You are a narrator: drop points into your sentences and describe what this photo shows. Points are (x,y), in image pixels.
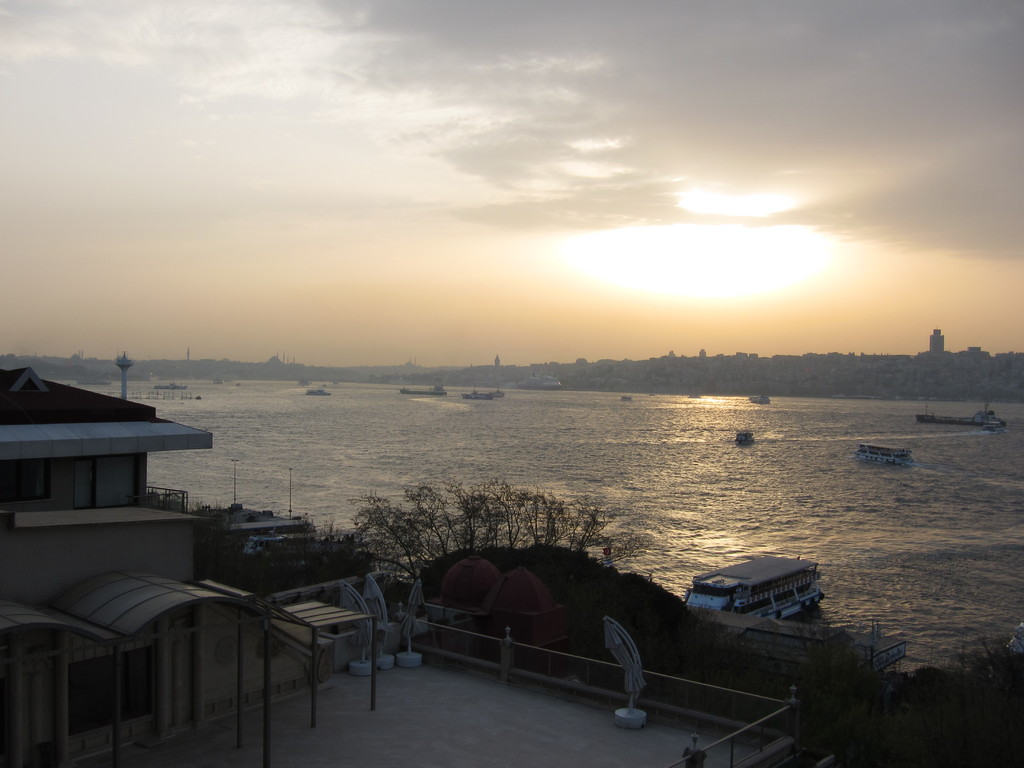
On the left side of the image (97,456) we can see a shed (235,670) and there are trees (536,556). In the background (648,514) there is a river (605,502) and there are boats (737,582) in the river (855,411). We can see buildings (820,365). At the top (412,175) there is sky (425,157).
